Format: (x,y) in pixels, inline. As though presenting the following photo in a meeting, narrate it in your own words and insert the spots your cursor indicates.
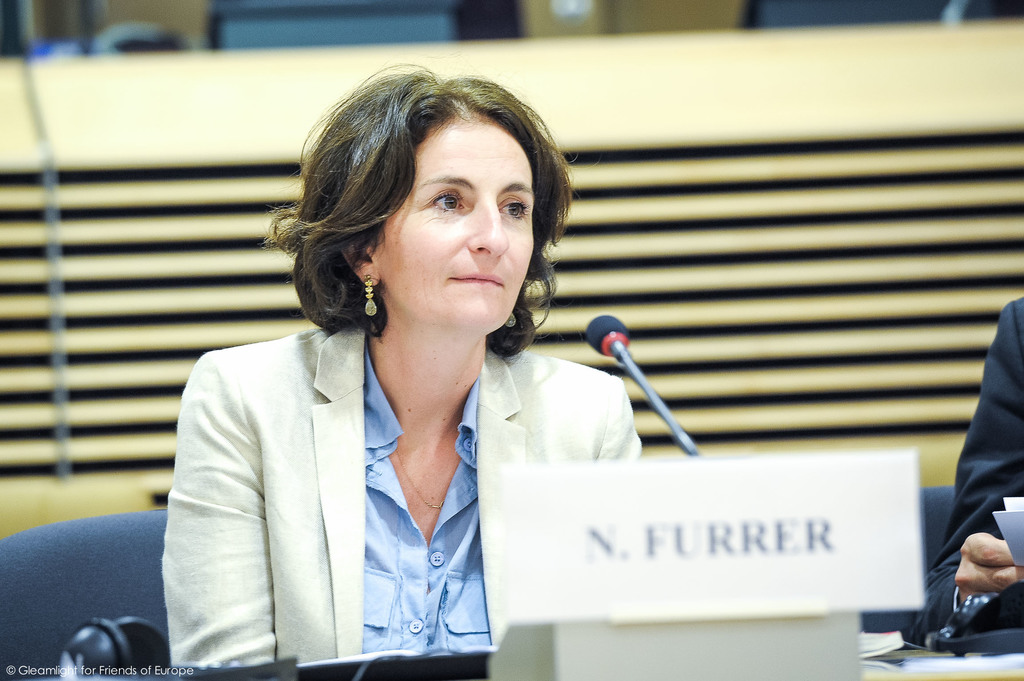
In the picture I can see a woman (341,530) is sitting. The woman (358,409) is wearing a shirt (384,585) and a coat (289,504). Here I can see a microphone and a board (728,536) which has something written on it. On the right side (1016,492) I can see a person (1019,574) is holding some papers (1020,555) in the hand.
